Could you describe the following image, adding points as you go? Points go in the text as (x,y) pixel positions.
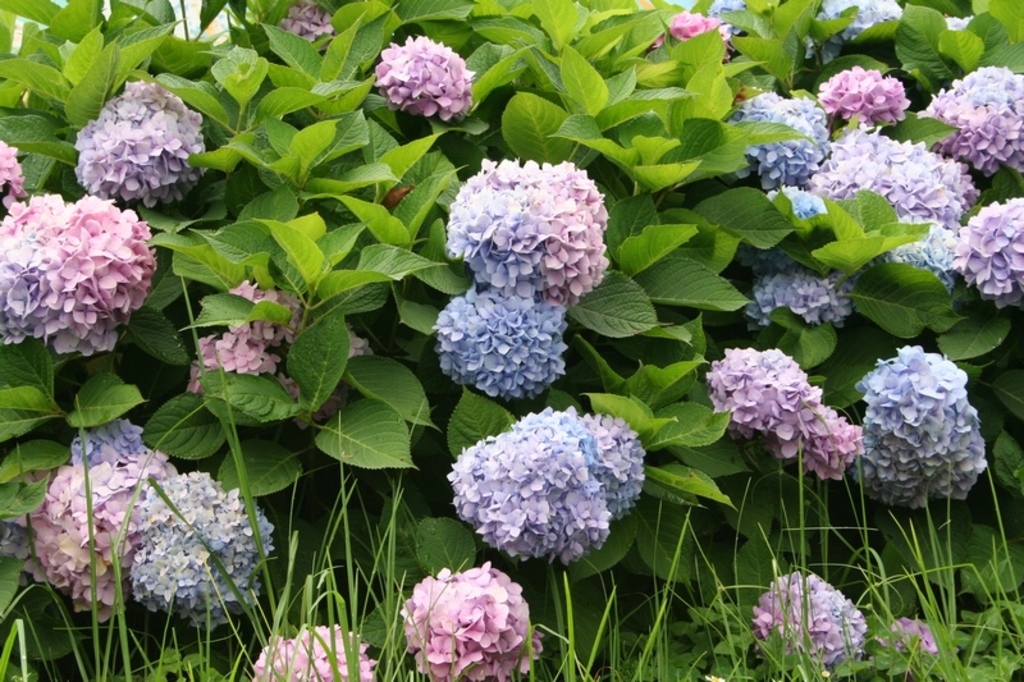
In this image we can see blue and pink color flowers (458,108) to the plants (743,285) and here we can see the grass (107,644).
